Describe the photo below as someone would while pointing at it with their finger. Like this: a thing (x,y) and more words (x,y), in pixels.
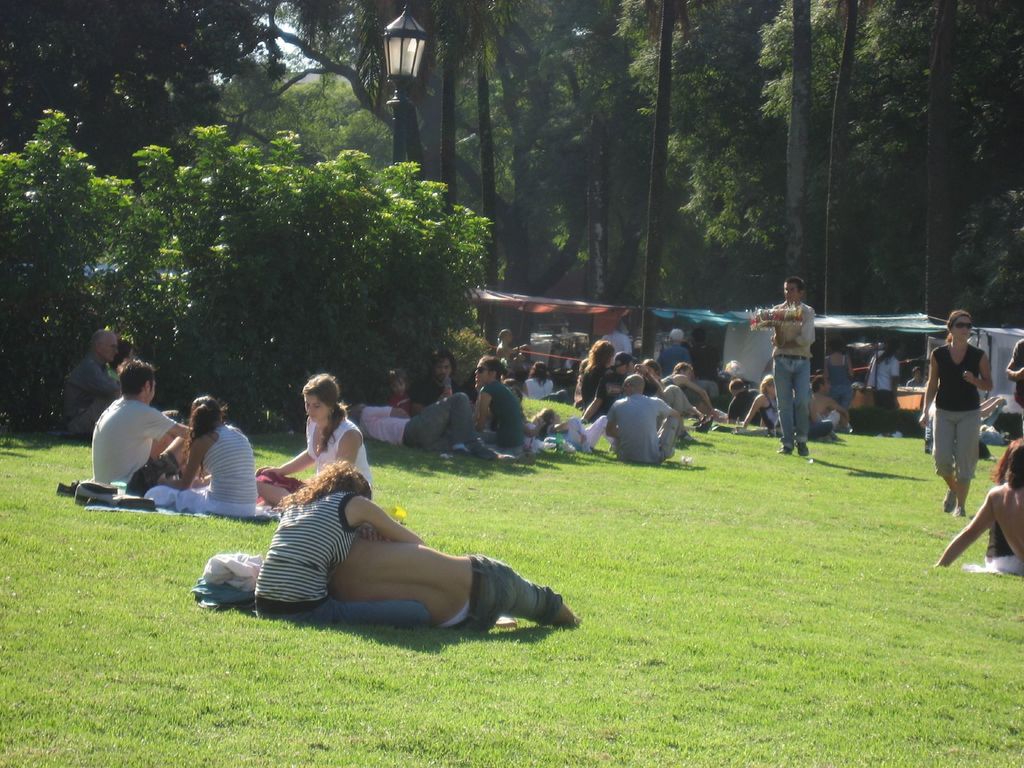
In this image, there are a few people (586,429). We can see the ground (599,540) and some grass (481,518). We can also see some trees (434,5) and plants (306,328). We can also see a pole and some tents (563,304).
